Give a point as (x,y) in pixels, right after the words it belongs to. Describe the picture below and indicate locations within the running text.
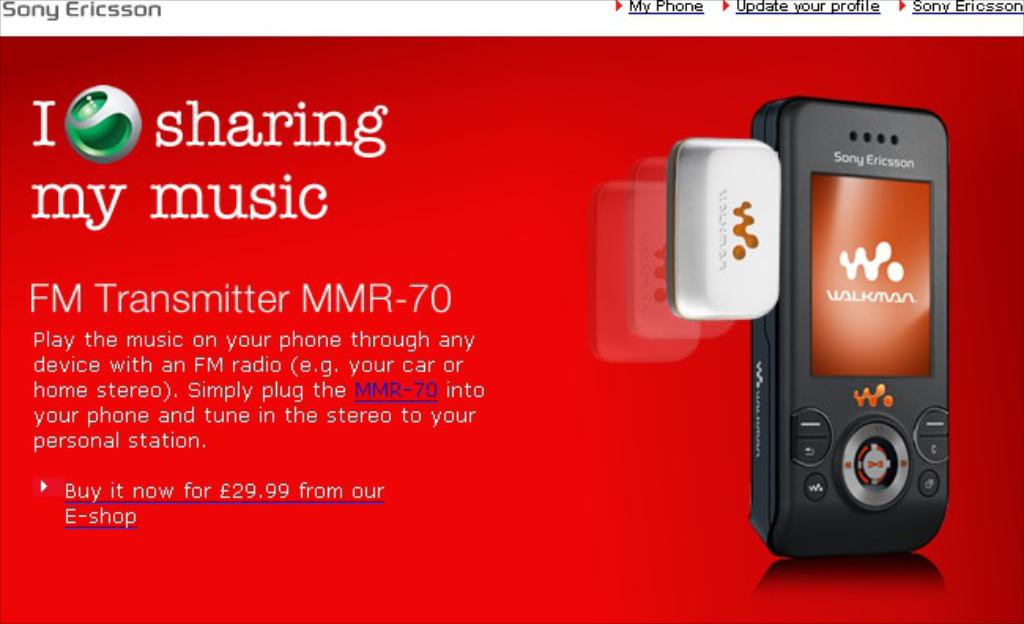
In the image there is a poster (767,354). On the right side of the poster (792,290) there is a mobile (785,310) with white object (780,225). And on the left side of the image (172,142) there is something written on it. And at the top of the image (675,8) there is something written on it.
